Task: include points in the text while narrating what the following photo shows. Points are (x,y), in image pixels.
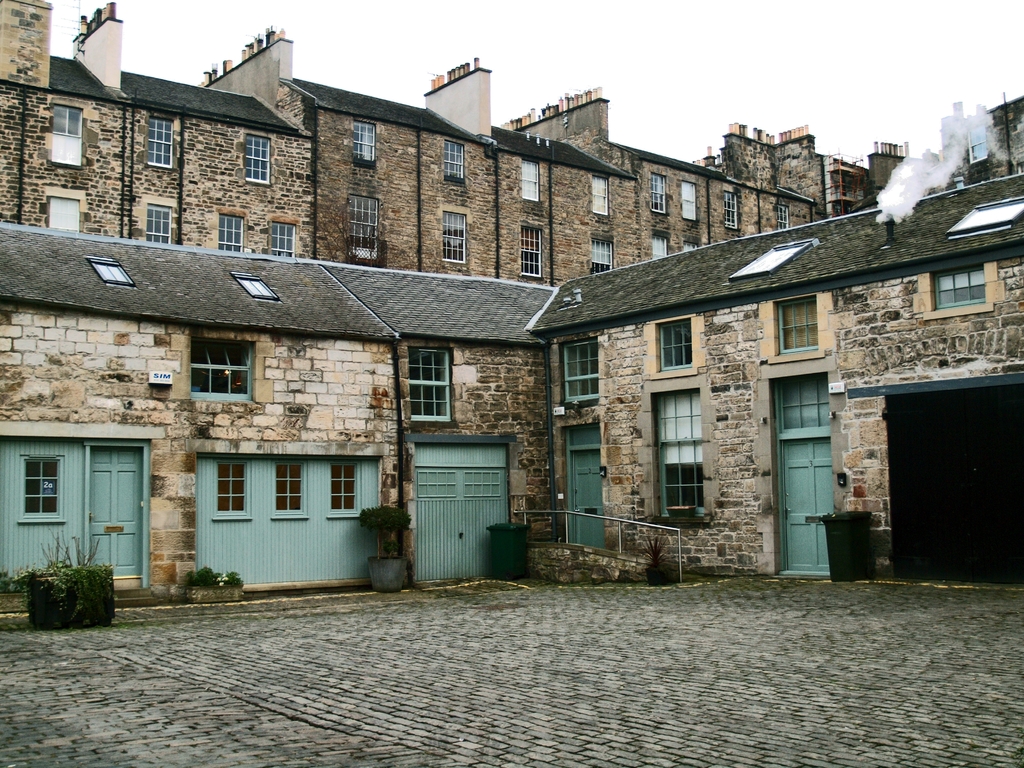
In this picture we can see houseplants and dustbins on the ground (588,632) and in the background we can see buildings (590,474) and the sky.
